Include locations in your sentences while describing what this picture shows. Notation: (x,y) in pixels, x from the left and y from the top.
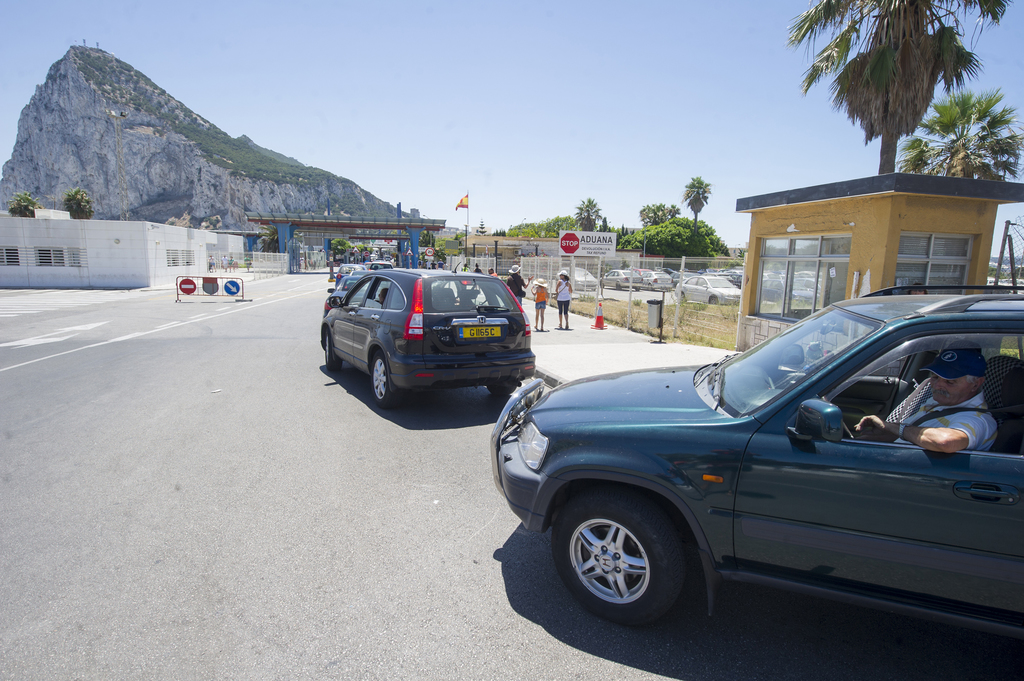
This image is clicked on the road (469,483). At the bottom (379,546), there is a road (646,644). In the front (592,498), there are many cars (351,323) on the road (691,673). On the right (864,240), there is a small cabin (895,261). On the left (14,247), there is a house (2,281). In the background (150,132), we can see a mountain (103,138) along with sky (511,51). On the right (710,289), there are many trees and cars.
